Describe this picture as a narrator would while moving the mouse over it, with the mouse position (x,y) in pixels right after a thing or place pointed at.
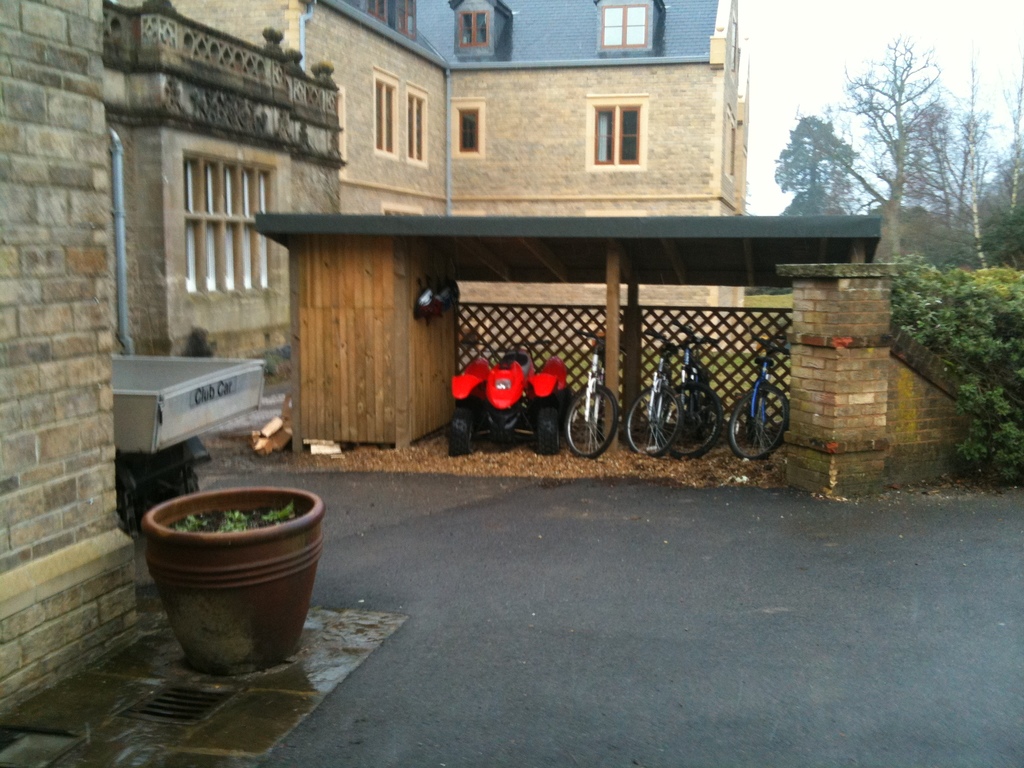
At the bottom of the image (537,581) there is road (550,704). In the background of the image (121,167) there is a building (423,156). There are trees (912,250). There is a garage (433,360) in which there are cycles (588,408) and other vehicle (480,392).
